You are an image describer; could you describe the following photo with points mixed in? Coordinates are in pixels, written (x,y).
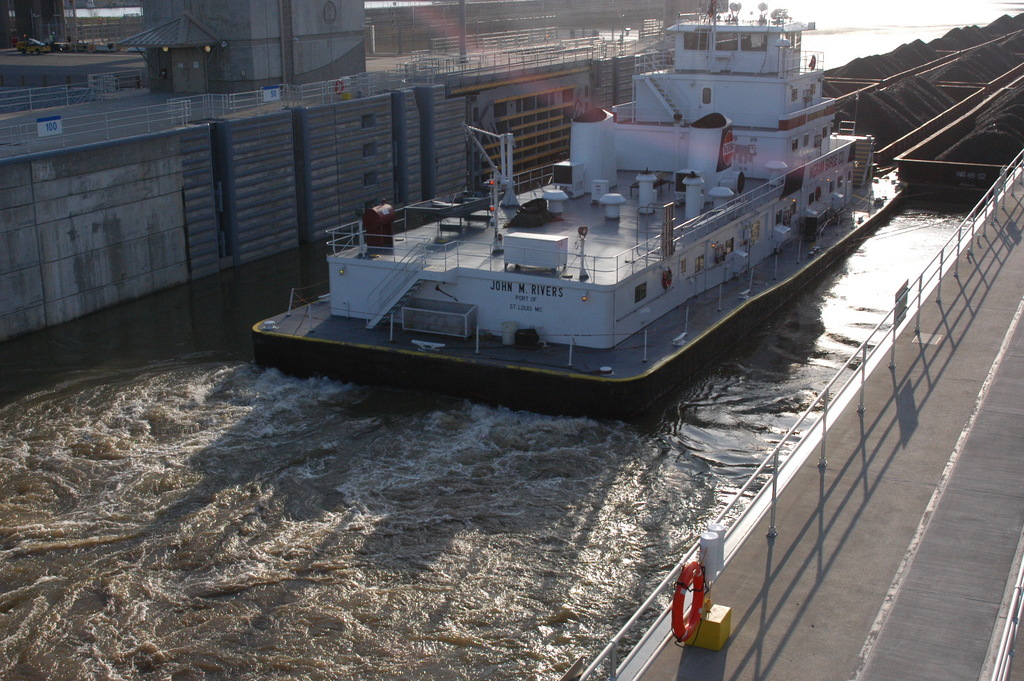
In this image we can see a watercraft (520,290). There is a river (199,343) in the image. There are few buildings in the image. There is a road (863,574) at the right side of the image (927,556). There are few objects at the bottom of the image (690,600). There is a board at the left side of the image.
